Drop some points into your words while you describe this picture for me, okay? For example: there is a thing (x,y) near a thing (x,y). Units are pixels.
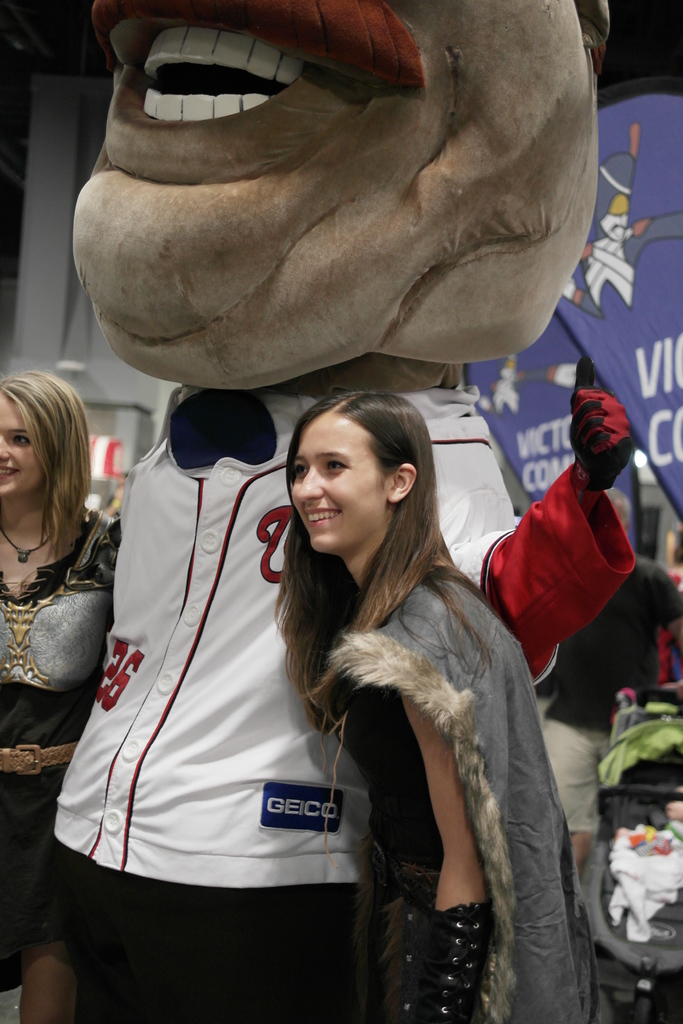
In this image there are two women (92,599) standing. They are wearing costumes (63,714) and they are smiling. In between them there is a person (172,561) wearing a costume (174,456). To the right (585,835) there is another person (600,664) standing. In the background (591,278) there are banners (553,348) to the wall (69,316). There is text (564,432) on the banners (632,422).
